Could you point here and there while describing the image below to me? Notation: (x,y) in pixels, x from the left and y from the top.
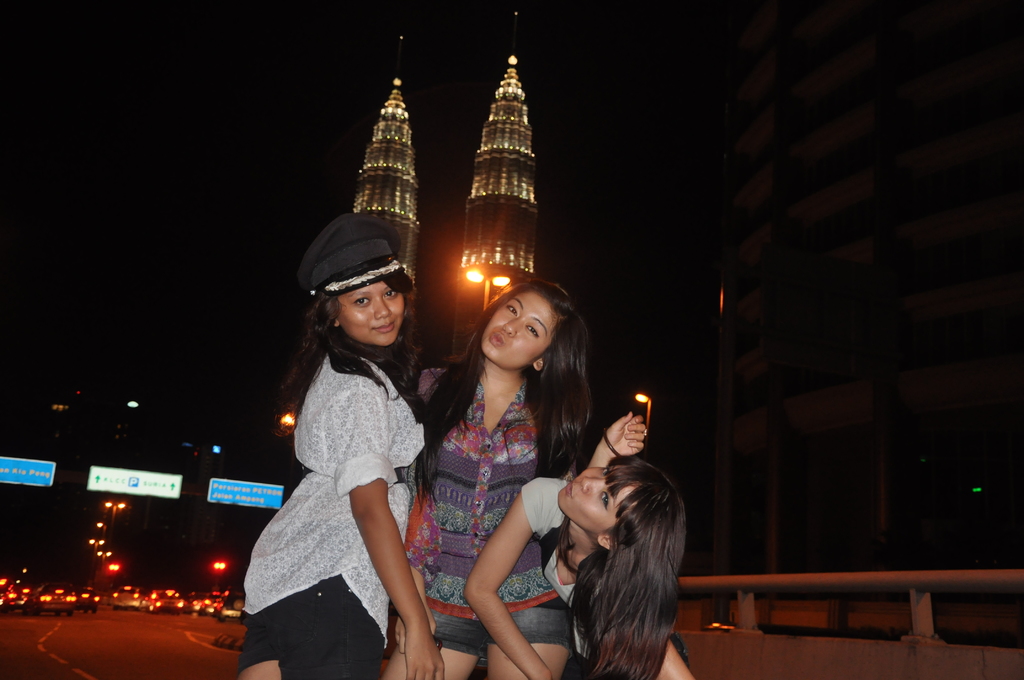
In this image, we can see three girls (426,510), in the background (178,526) we can see buildings (212,450) and there are some cars (145,605) on the road (135,618).
